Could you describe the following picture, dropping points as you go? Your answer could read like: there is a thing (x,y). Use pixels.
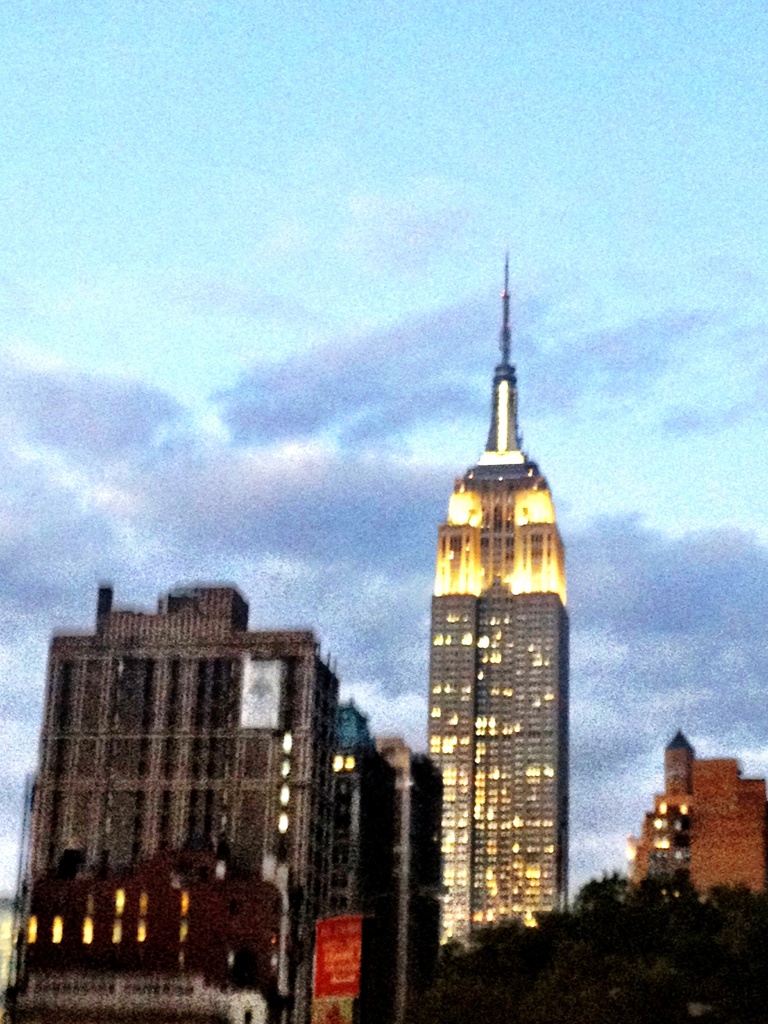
In the picture I can see buildings (394,794) and trees (538,982). In the background (333,349) I can see the sky (273,333).
